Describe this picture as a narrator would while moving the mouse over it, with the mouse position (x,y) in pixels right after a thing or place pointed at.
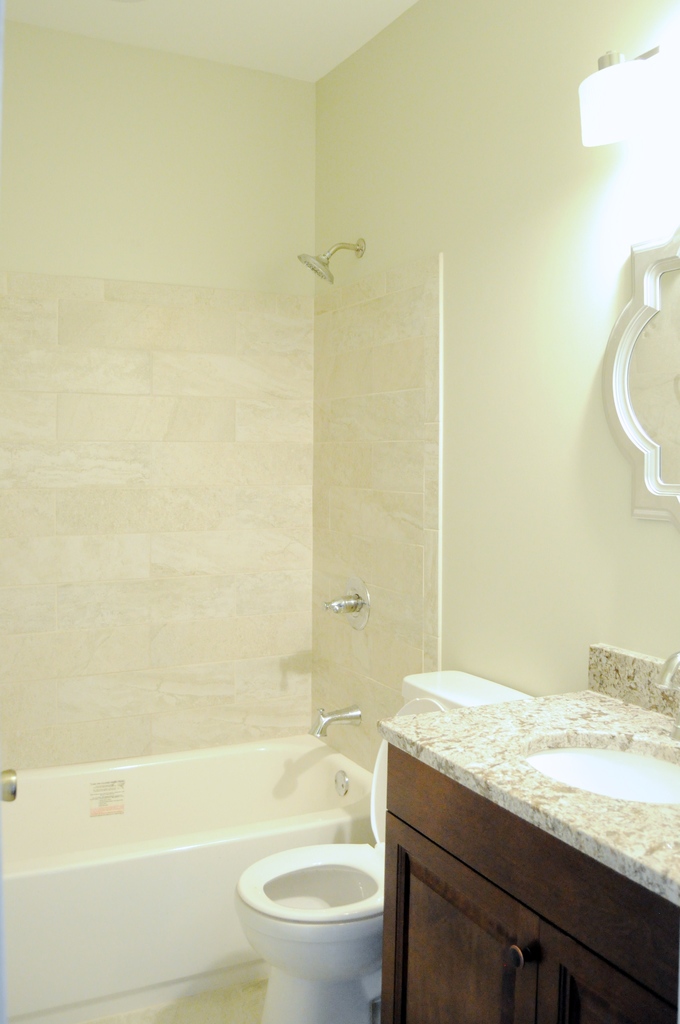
In this image, we can see the interior view of a bathroom (472,657). We can also see the wall (392,287) with some objects (351,601). We can also see a bathtub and a white colored object (329,871). We can see a table (655,868) with the sink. We can see the mirror (663,326).
